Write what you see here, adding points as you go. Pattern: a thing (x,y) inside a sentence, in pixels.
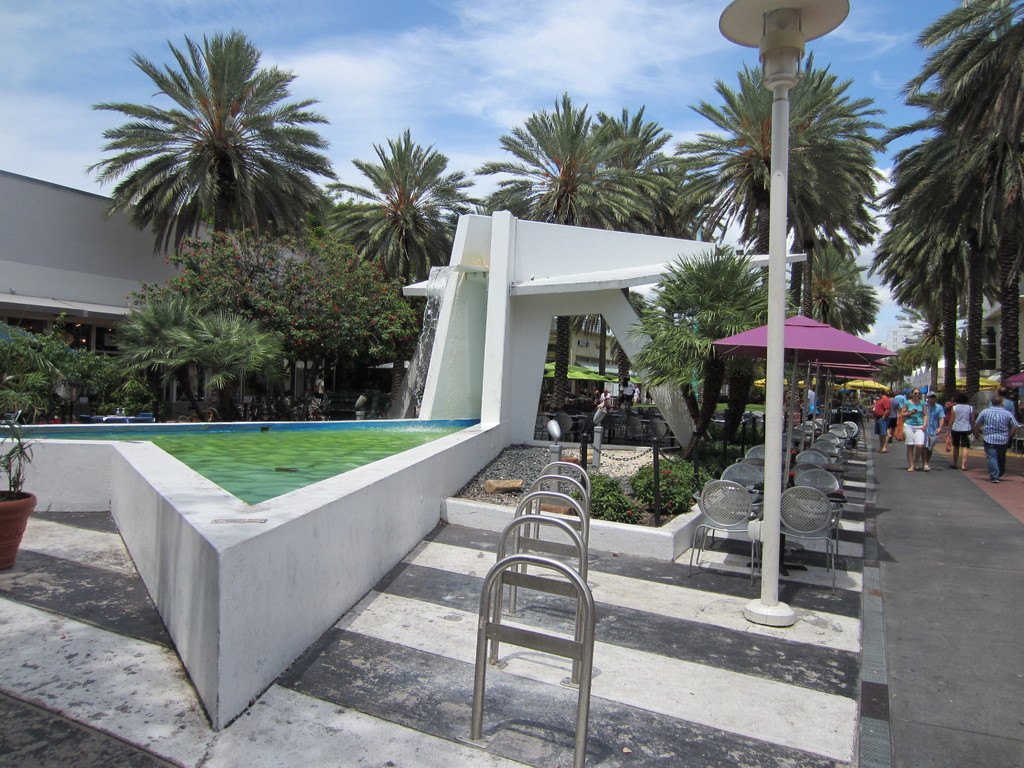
In this image we can see a fountain (466,285) with water (364,464). In the foreground (567,489) we can see group of metal poles (485,616). On the right side (751,477), we can see a group of chairs (822,494) and tables (845,500) placed on the ground (827,581), a group of people (885,429) is standing on the path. In the background (998,278), we can see a group of trees (985,242) and the cloudy sky (462,117).
